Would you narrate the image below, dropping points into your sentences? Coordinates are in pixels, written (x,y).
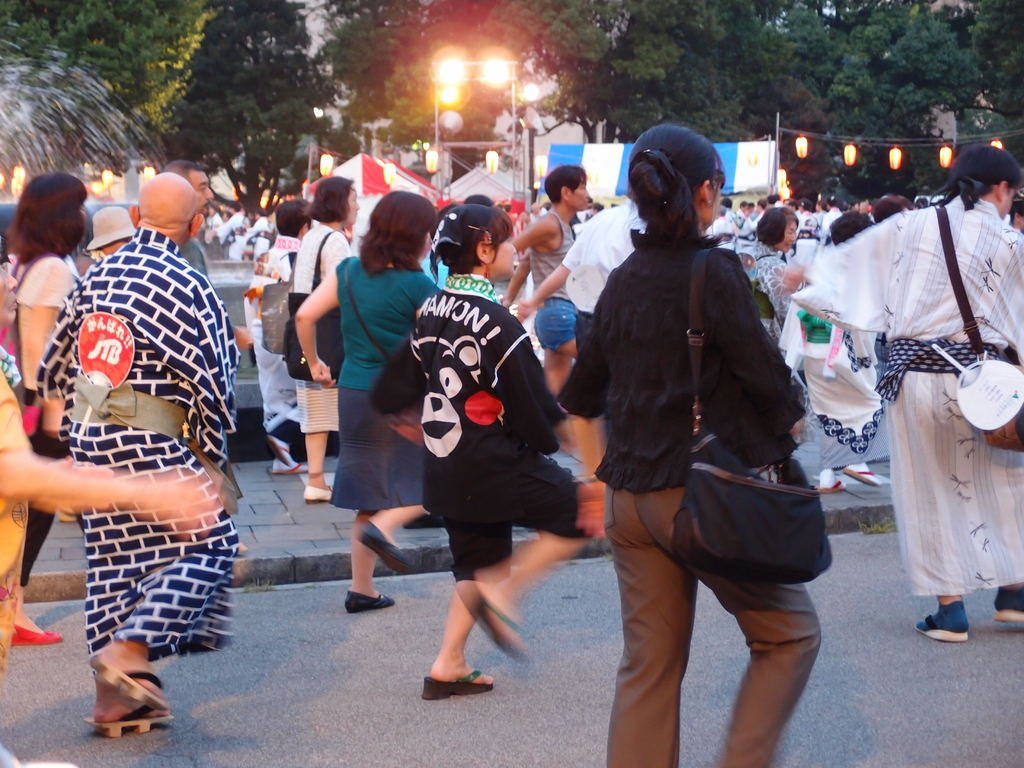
In this image I can see number of people (449,243) are standing and in front (664,180) I can see few of them are carrying bags (948,226). In the background (628,195) I can see number of lights (17,174), few tent houses (765,158) and number of trees (550,1).
